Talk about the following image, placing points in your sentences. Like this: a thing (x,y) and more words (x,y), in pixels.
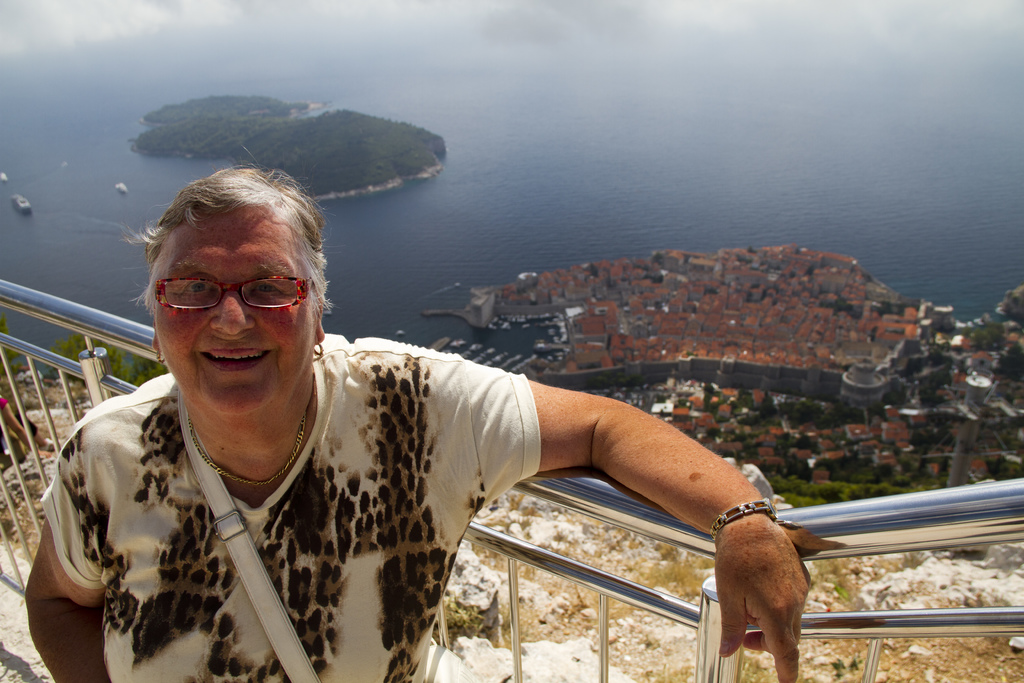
In this image I can see a woman (255,394) wearing white, brown and black colored t shirt (388,480) is standing and wearing red colored spectacles (259,301). I can see the railing (94,360) which is silver in color behind her. In the background (628,82) I can see water (611,87), a island (350,136), few boats (125,188) on the surface of the water (78,182), few buildings (745,270) and few trees (817,405).
